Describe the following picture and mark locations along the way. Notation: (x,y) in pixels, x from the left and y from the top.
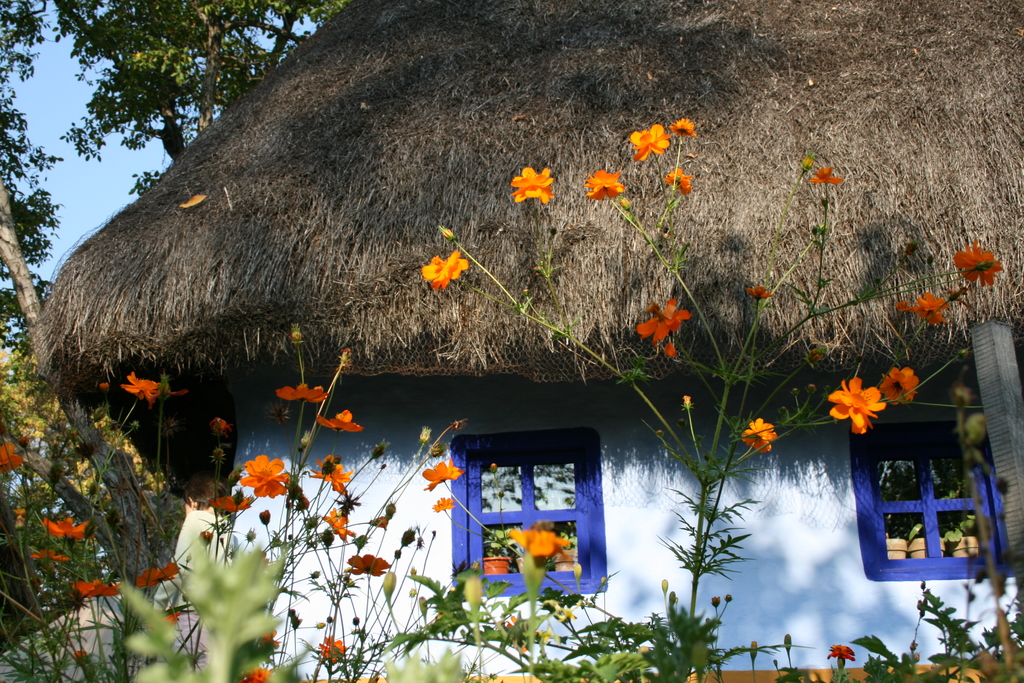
In this picture we can see the white color small house (416,443) with straw roof (519,237). In the front (316,592) bottom side we can see orange color flower plant (425,475).
